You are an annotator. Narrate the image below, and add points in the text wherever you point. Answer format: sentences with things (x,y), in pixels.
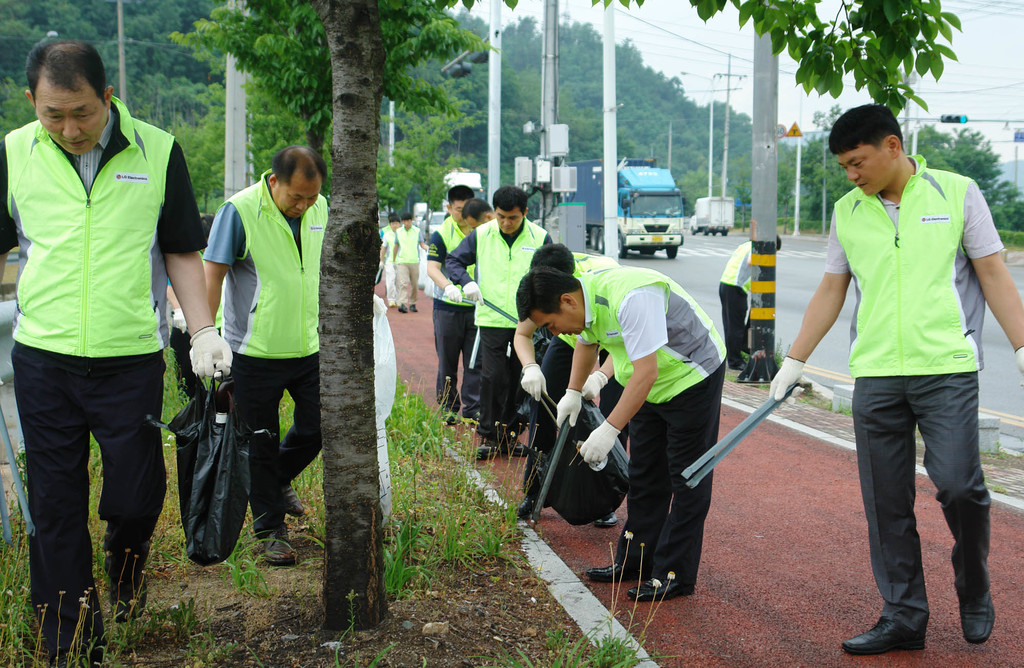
Here in this picture we can see a group of men (455,309) wearing aprons (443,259) and gloves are cleaning the place (449,431), as they are holding plastic covers (213,431) and tongs (691,478) in their hands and we can also see grass (437,448), plants (399,504) and trees (359,172) on the ground (422,598) and in the far we can see trucks (663,230) present on the road (696,264) and we can also see electric poles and light posts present and we can see the sky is cloudy.
